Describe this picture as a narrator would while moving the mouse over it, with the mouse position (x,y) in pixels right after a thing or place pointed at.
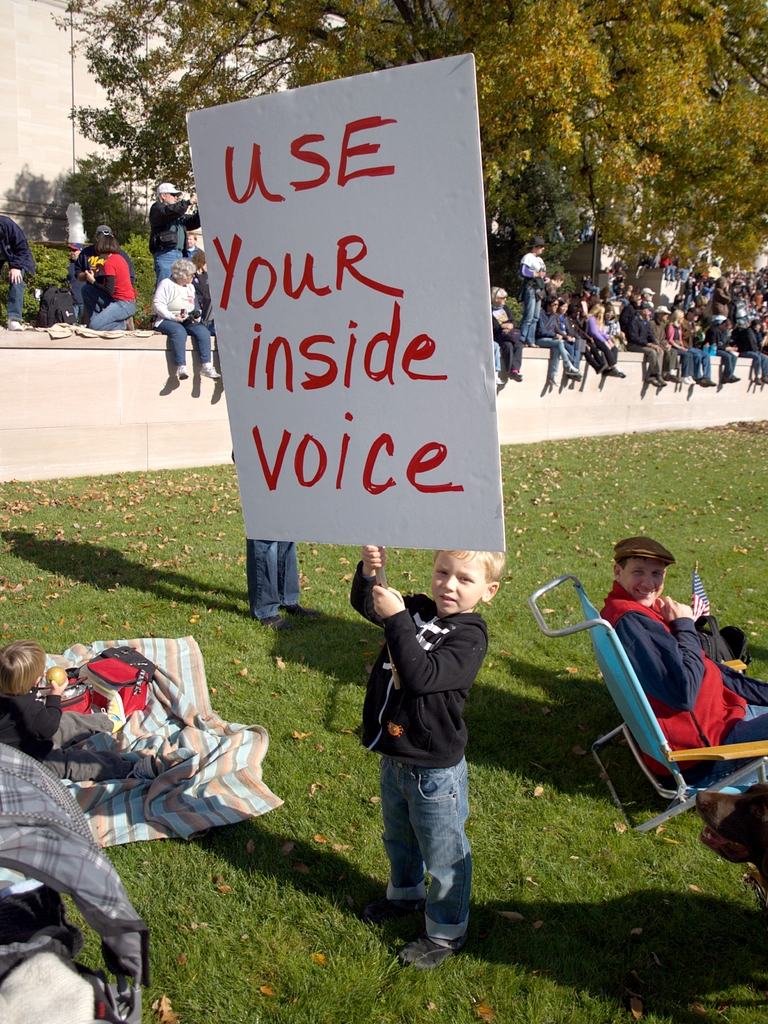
There is a boy (452,854) standing and holding a board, this man (678,707) sitting on chair (664,764) and this kid (77,756) sitting on cloth (250,774) and holding a fruit (55,667). We can see grass (246,605) and objects (64,702). In the background (267,601) we can see people (267,601) and trees (204,104).
